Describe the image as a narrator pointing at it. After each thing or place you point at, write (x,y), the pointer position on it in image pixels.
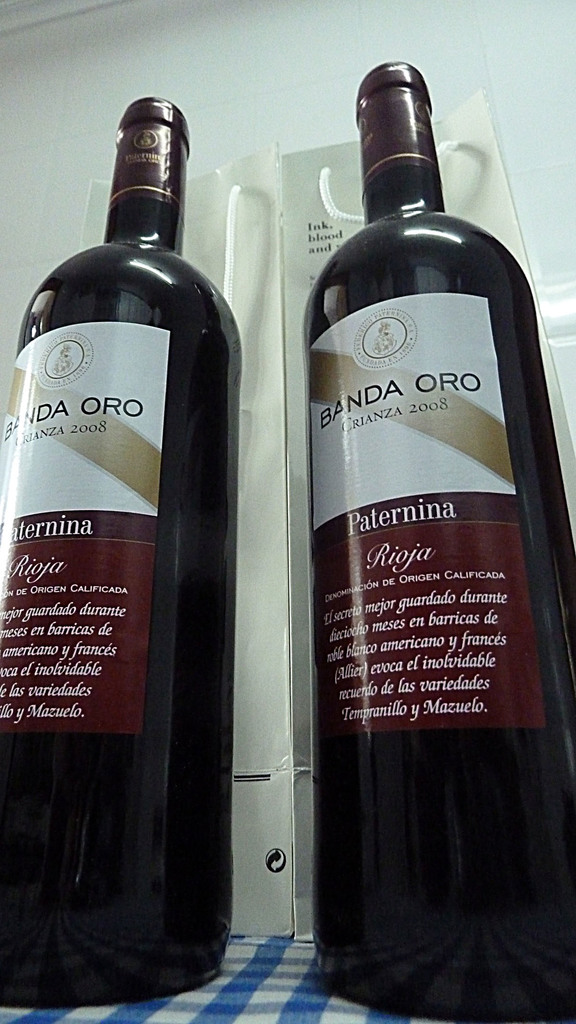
In this picture we can see two bottles (151,959) on a cloth (147,1020). There are some text (22,620) and stickers (5,493) on these bottles (153,259). We can see paper bags (468,206) in the background (456,168).
